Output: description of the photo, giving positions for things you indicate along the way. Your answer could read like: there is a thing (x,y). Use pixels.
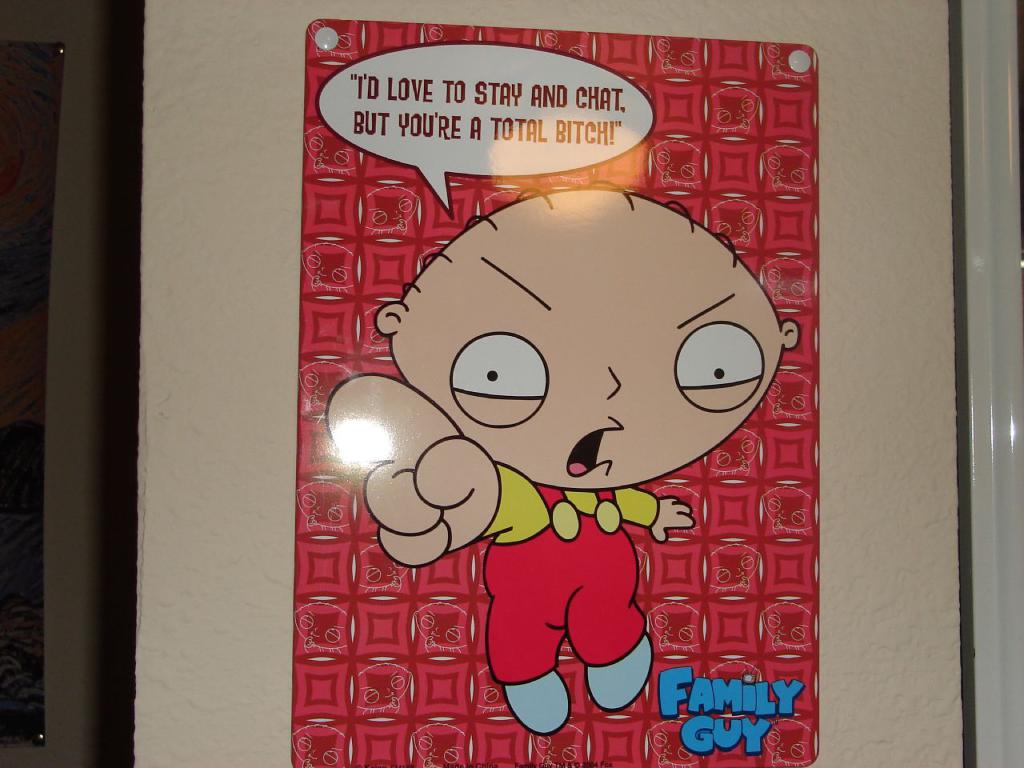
In this picture we can see a poster (400,561) on the wall (280,108) and on poster (442,544) we can see an animated picture (504,311).
